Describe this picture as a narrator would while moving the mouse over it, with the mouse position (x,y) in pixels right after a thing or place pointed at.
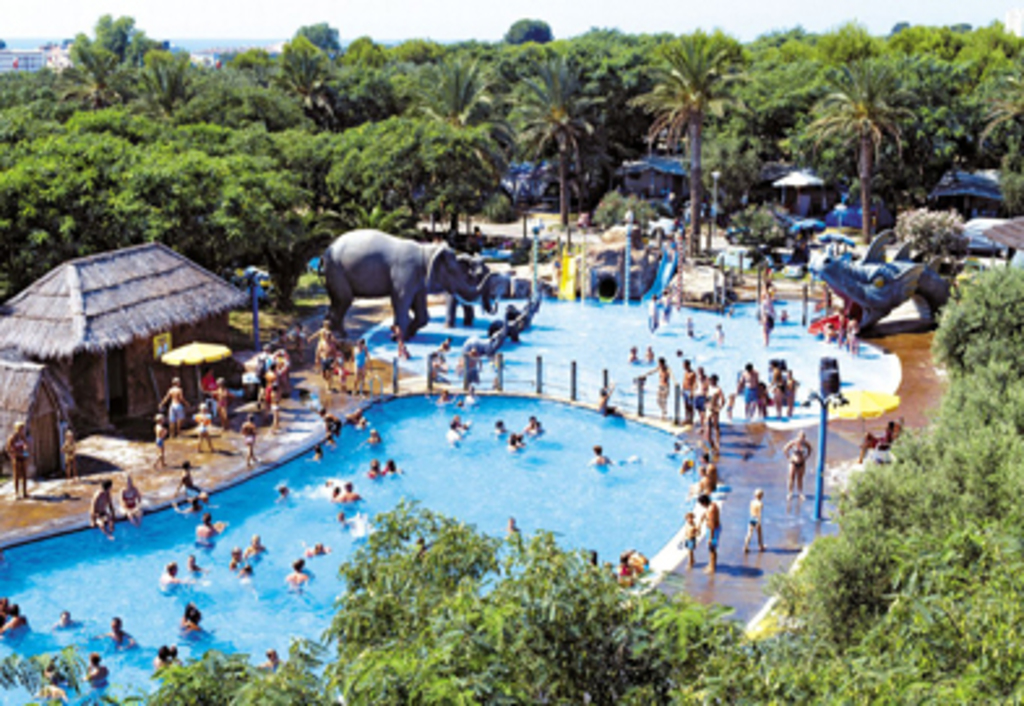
In this picture we can see groups of people (355,494) in the swimming pools (456,463) and some people (224,407) standing on the ground (736,562). At the bottom of the image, there are trees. On the left side of the image (127,324), there are huts (161,388). At the top of the image (252,191), there are trees (249,157), buildings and the sky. On the left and right side of the swimming pool (626,309), there are animal sculptures (425,314). Behind the sculptures (407,294), there are poles (627,256), huts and some objects (737,224).
